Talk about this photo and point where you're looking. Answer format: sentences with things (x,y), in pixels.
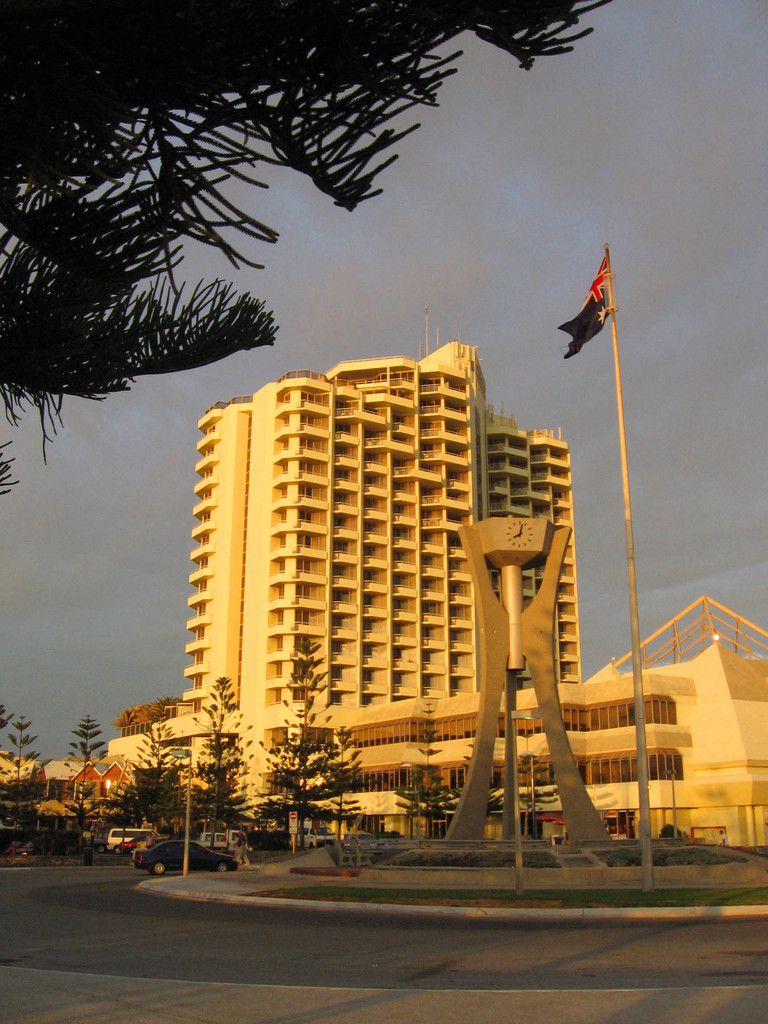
In the center of the image (485,596), we can see a monument (496,722) and a flag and in the background (435,708), there is a building (284,728) and we can see trees (259,830) and poles (294,839) and there is a board (293,818) and we can see some vehicles (228,864) on the road (345,948). At the top (272,222), there is sky (585,159).
